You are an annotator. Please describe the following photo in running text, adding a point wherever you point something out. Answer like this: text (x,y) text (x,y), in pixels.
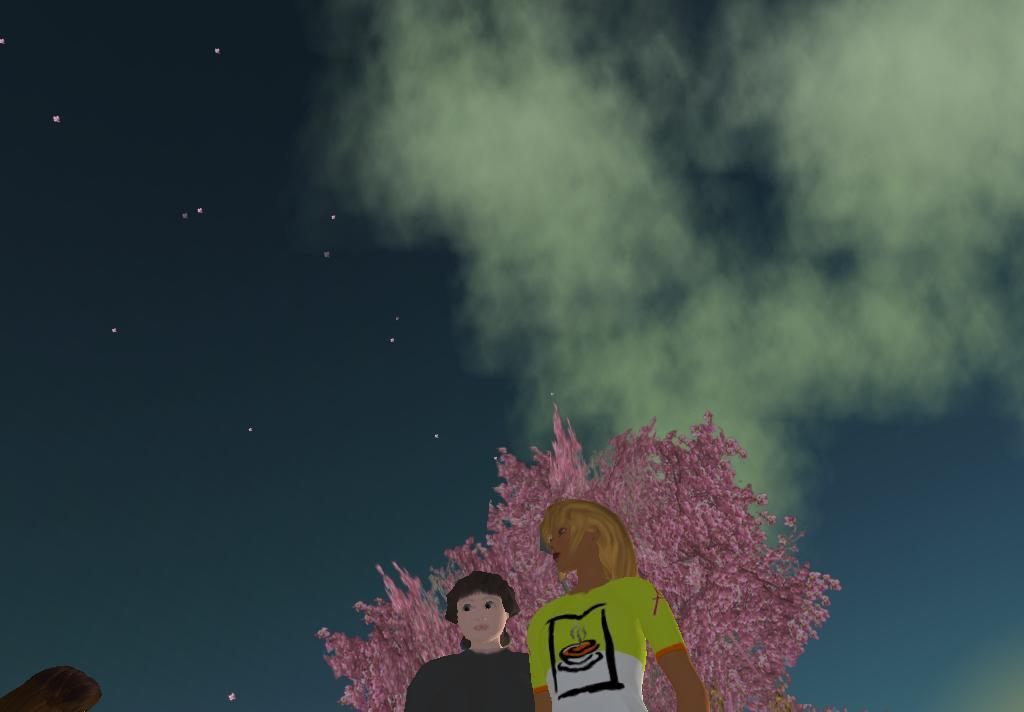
In this image we can see an animation pictures, at back (820,586) here is the tree (807,571), it is in pink color, at above here is the sky (643,242), here are the stars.
